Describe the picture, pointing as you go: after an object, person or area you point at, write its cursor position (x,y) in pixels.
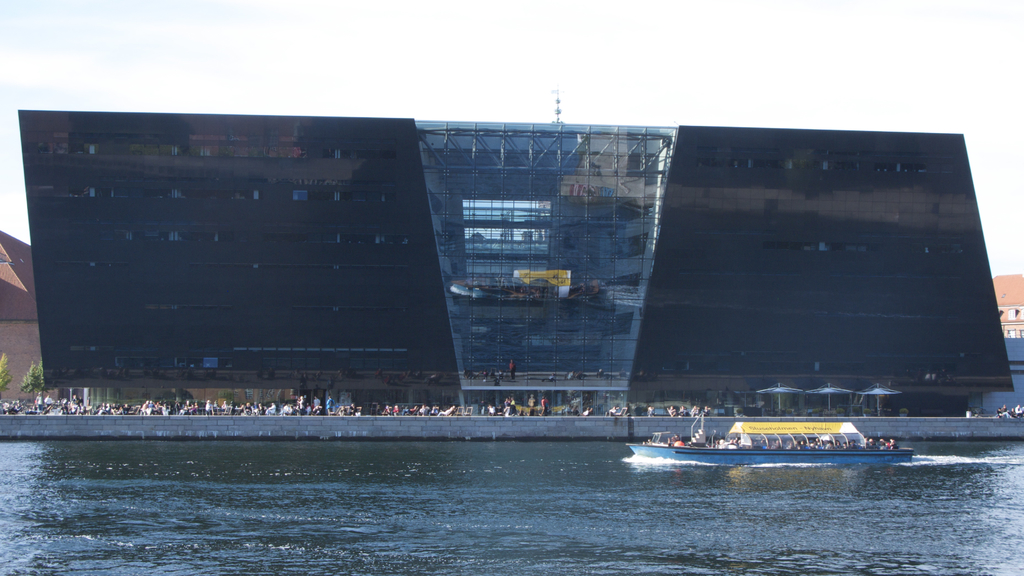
In this image there is the sky (473,25) towards the top of the image (529,35), there are buildings (702,317), there are group of persons (418,411) in front of the building (667,404), there are trees (41,372) towards the left of the image (5,376), there is water (578,503) towards the bottom of the image (67,487), there is a boat (739,453), there are persons (893,445) sitting in the boat (787,437).
